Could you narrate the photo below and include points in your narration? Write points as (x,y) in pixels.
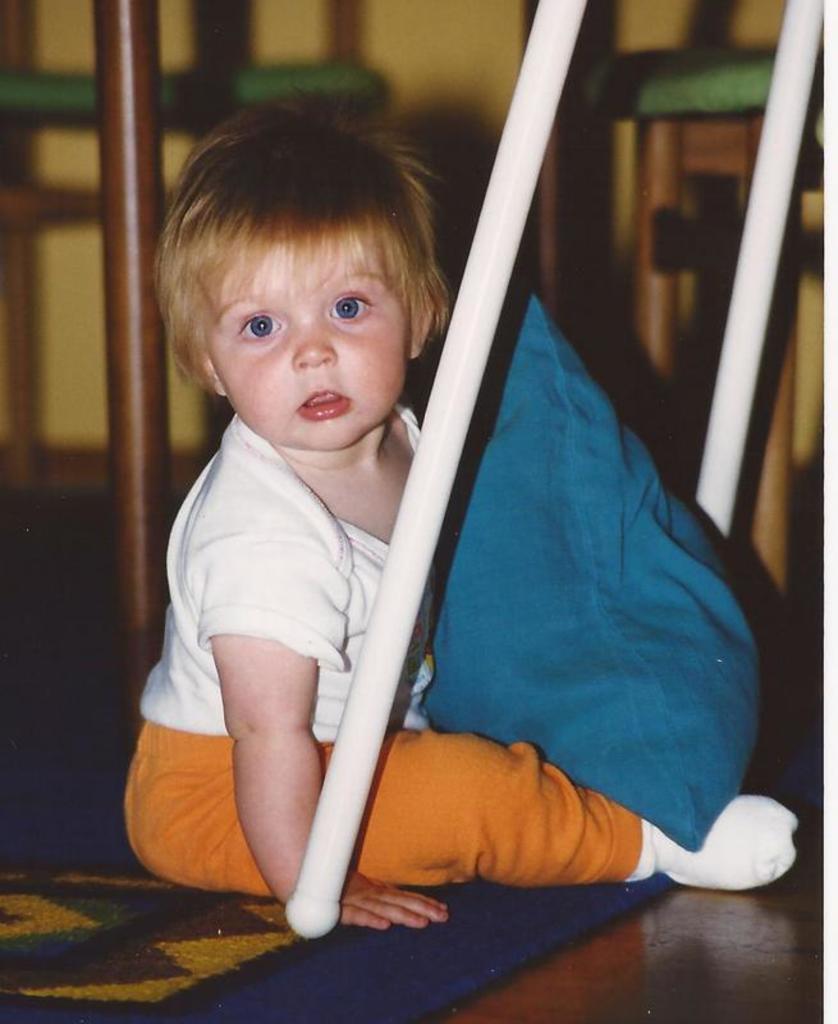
In this image we can see a kid (576,834) sitting on the carpet (422,993) and there is a pillow (507,521). Here we can see sticks (322,899). In the background (210,74) we can see stools (201,74) and wall (457,13).
